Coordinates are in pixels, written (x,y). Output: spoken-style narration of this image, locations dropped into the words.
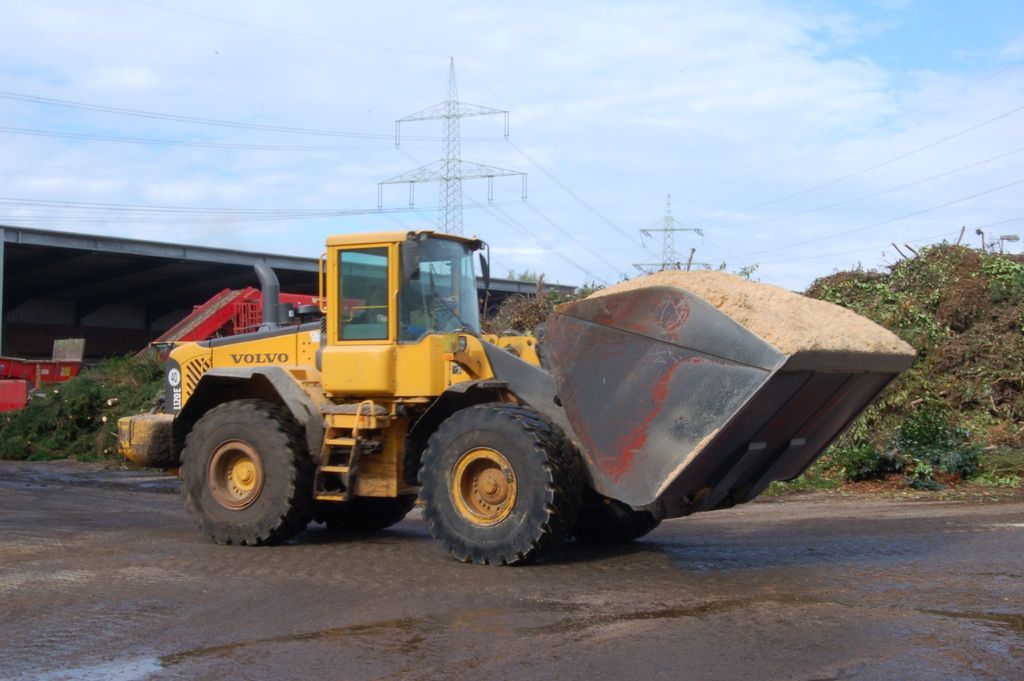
In this image in the center (353,364) there is a vehicle (389,403) which is yellow in colour with some text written on it. In the background (42,410) there is grass (42,410) on the ground (32,579) and there is a shed (143,285) and there are towers (448,165) with wires (272,146) and the sky (674,110) is cloudy.
